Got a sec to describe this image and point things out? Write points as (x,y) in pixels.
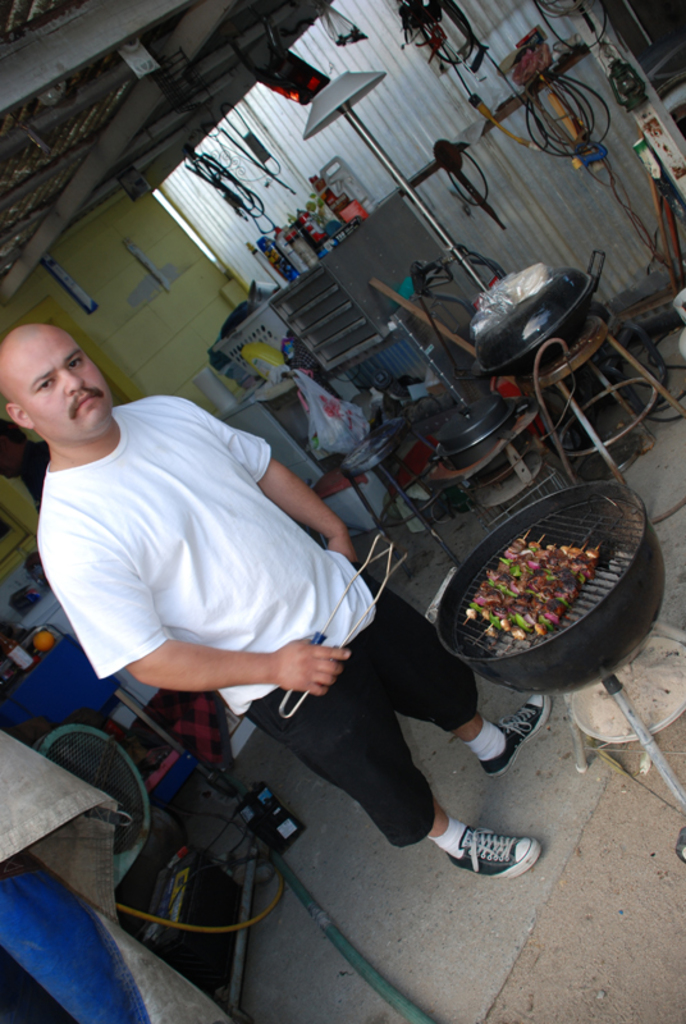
In the foreground of the picture (267,633) there is a person (444,725) and a stove (640,562), on the stove (620,548) there are food item (544,553) and grill (560,522). On the left (67,851) there are drum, mat (83,784), pipe (292,876) and other objects (48,659). In the background (330,198) there are bottles (280,244), tools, covers (301,374), lamps (403,185), cables (237,179) and many other objects (461,319). On the right (675,283) there are cables (560,78) and some instruments (583,122).
